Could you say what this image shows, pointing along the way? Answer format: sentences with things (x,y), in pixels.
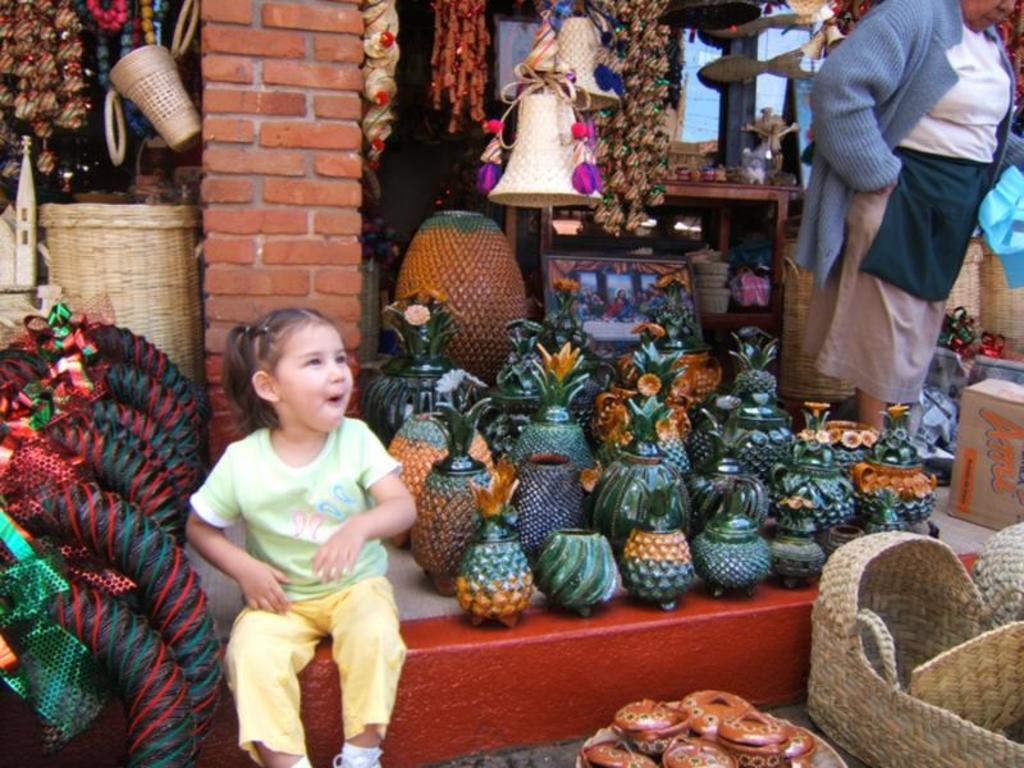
In this image we can see a girl (259,665) sitting on a floor (471,659). Behind the girl (280,585) we can see the stores (53,184). In the stores (536,261) we can see a group of objects (423,232). On the right side (837,247), we can see a person (888,391). At the bottom (791,761) we can see few objects (1006,688).
